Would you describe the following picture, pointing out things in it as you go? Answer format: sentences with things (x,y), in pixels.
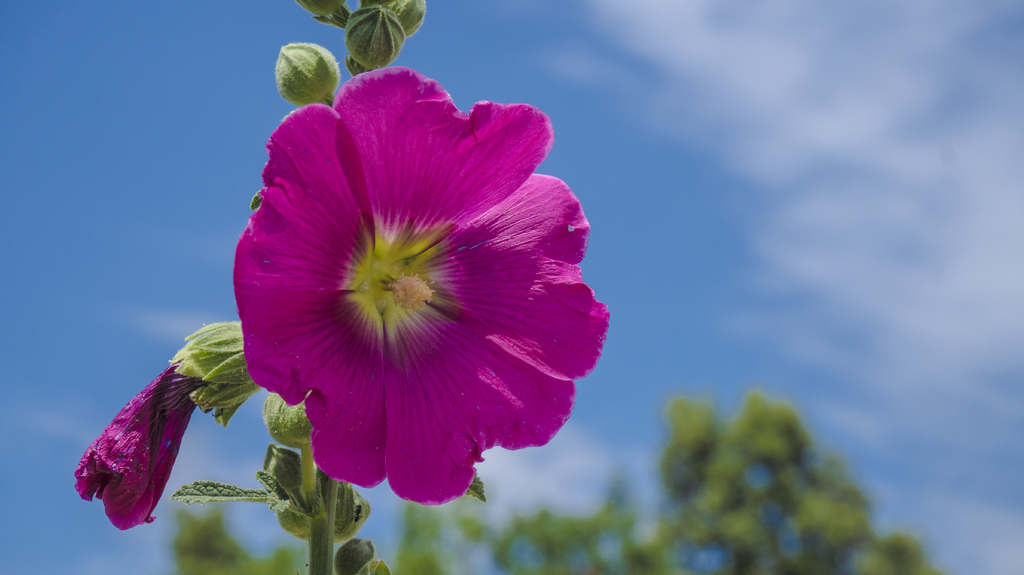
Here in this picture we can see flowers (339,383) present on a plant (293,409) and behind that we can see trees (544,520) and clouds (851,177) in the sky (634,124) in a blurry manner.
